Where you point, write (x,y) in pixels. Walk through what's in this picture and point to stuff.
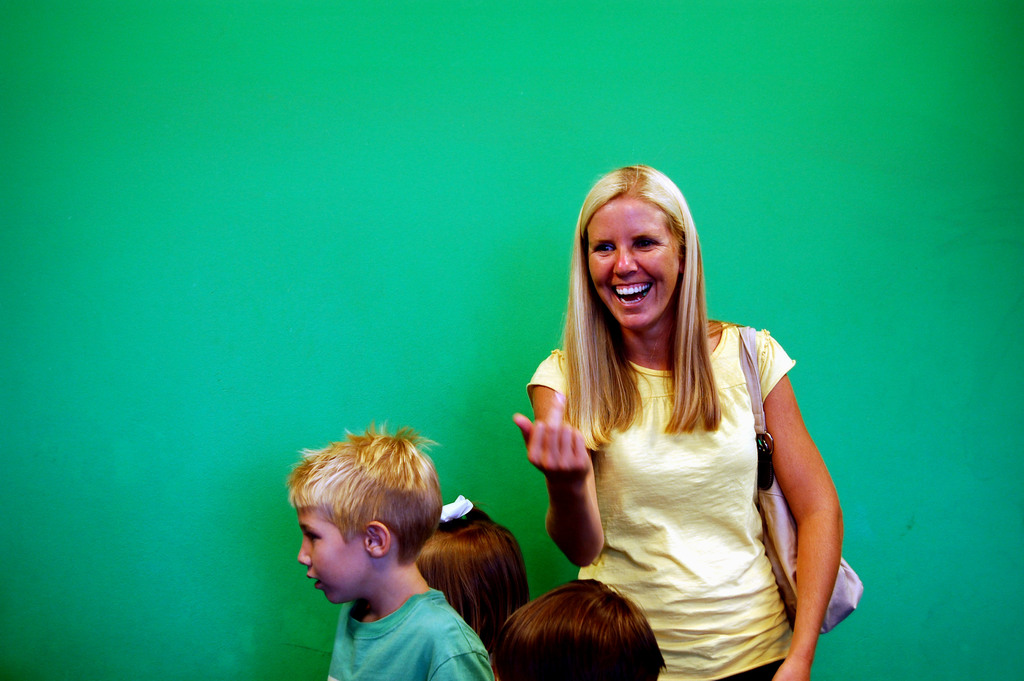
There is a woman (735,504) wearing yellow dress (733,557) is standing and laughing and there are three kids (463,565) beside her and the background wall (408,169) is green in color.
